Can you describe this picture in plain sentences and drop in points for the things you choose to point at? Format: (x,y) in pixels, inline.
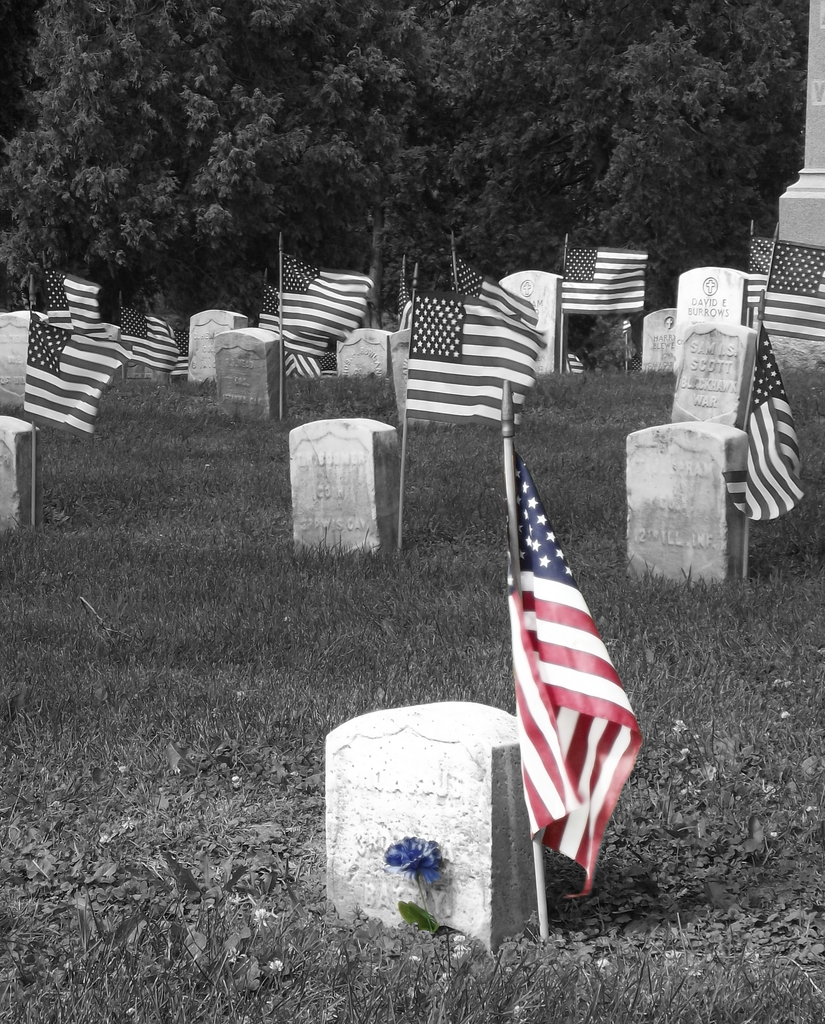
In this image I can see the ground (199,691), some grass (139,646) on the ground (178,596), few tombstones (299,545) in the cemetery (310,532) and few flags (526,472) which are red, white and blue in color. I can see a blue colored flower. In the background (597,329) I can see few trees (373,171) and a pole (793,235).
